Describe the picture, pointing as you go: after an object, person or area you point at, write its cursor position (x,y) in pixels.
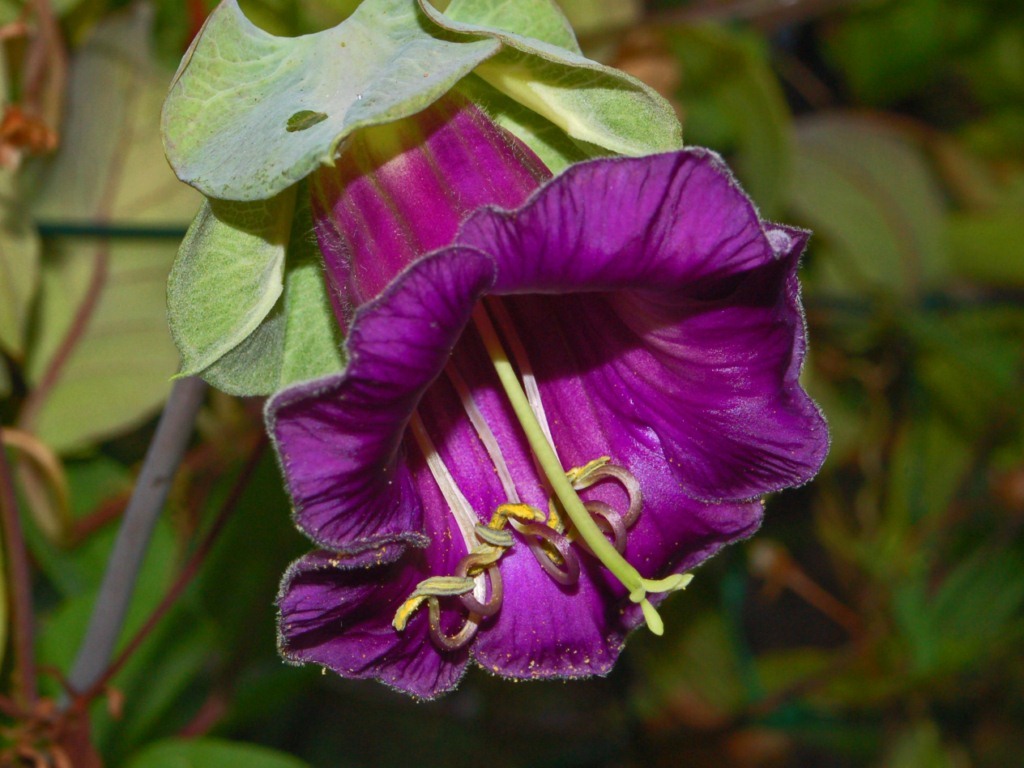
In this picture we can see a flower (644,335) and green leaves (170,168).
